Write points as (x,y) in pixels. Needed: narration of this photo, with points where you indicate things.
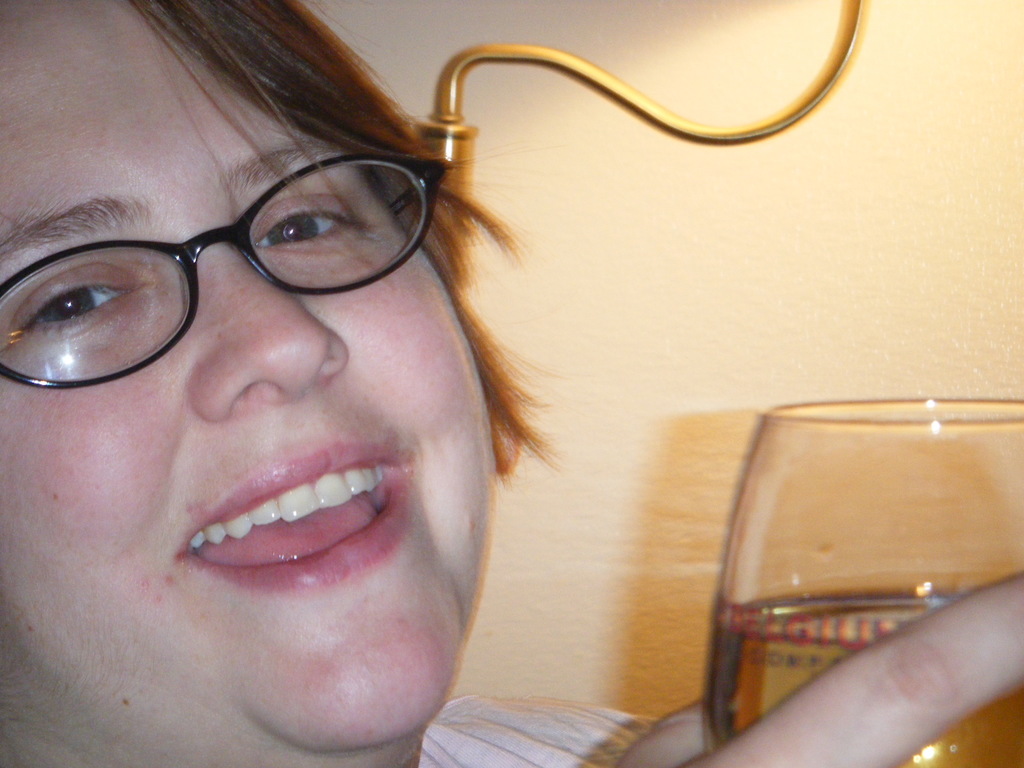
There is a lady (294,434) wearing specs (305,270) is smiling and holding a glass (786,678). In the back (728,266) there is a wall (718,339).
